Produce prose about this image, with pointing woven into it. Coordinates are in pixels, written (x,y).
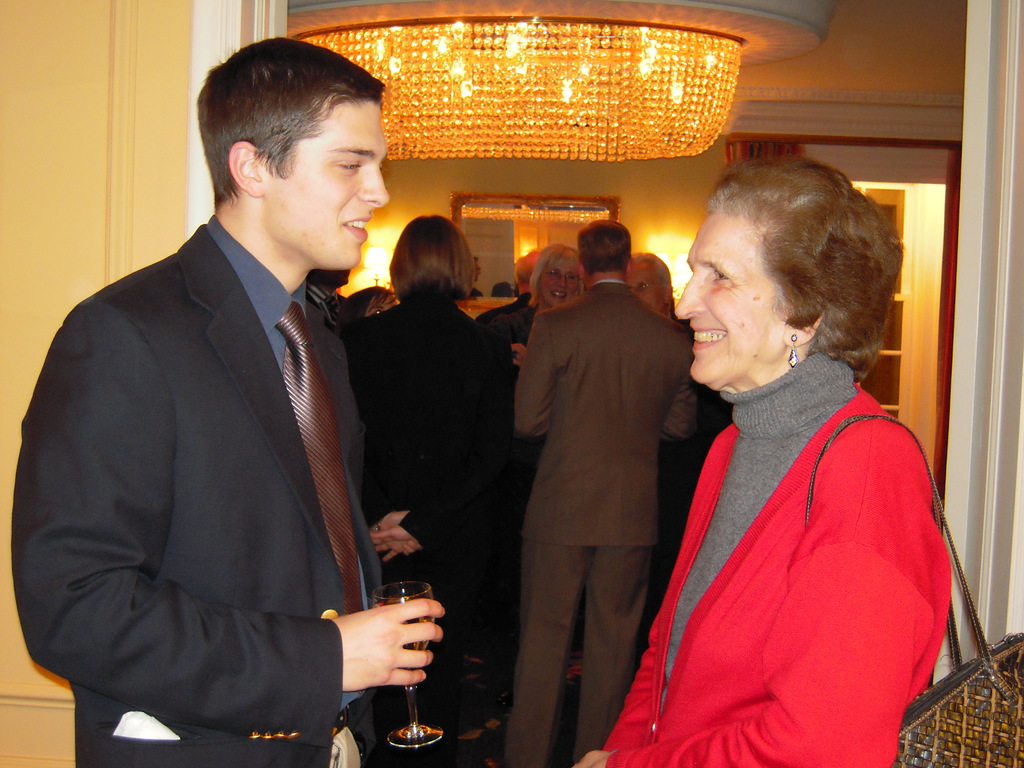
In this image we can see a man (306,599) and a lady (807,471) standing and we can see a glass (405,672) in his hand (405,672). In the background (423,308) there are people (598,417). At the top (557,127) we can see chandelier (612,87). In the background (545,186) there is a wall (639,248), door (1001,214) and lights (380,272).
